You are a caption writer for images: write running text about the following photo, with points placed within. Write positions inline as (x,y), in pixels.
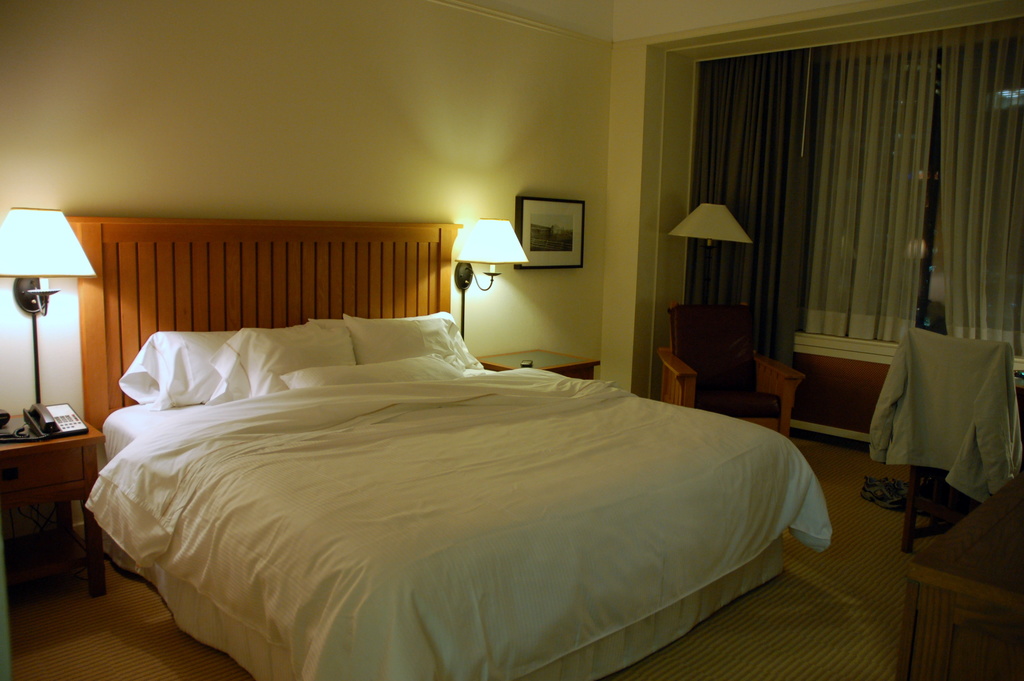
In the middle (396,438) it's a bed (378,509) and there are pillows (294,357) on it. In the left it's a lamp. On the right side (823,221) It's a glass wall (810,218) and curtain (858,210).
